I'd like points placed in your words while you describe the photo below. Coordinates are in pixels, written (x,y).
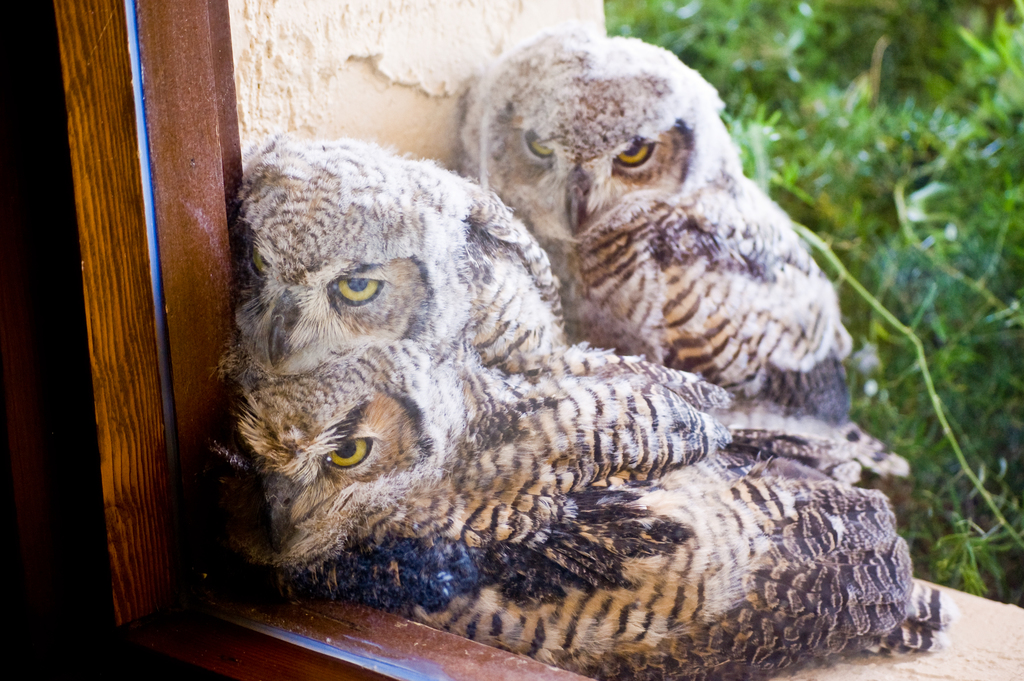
In the image we can see there are three owls (574,438). There is a plant (872,176) and a window (210,42), the window (105,284) is made up of glass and wood (65,88).
